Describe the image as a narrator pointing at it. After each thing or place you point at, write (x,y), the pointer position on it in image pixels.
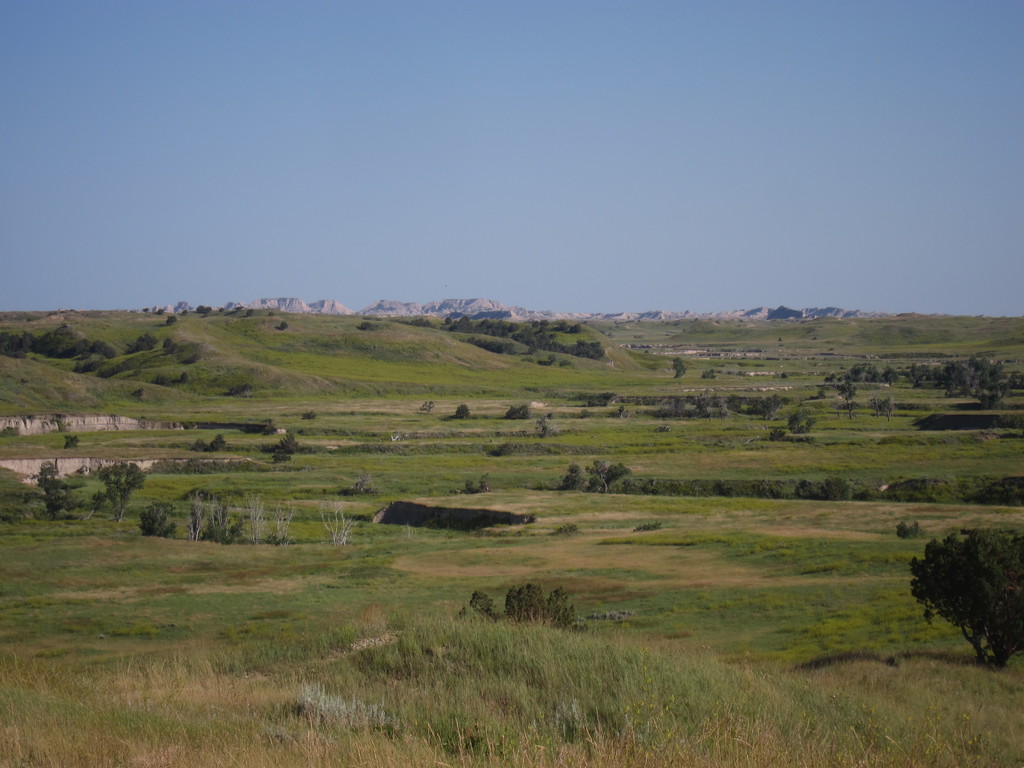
This is an outside view. Here I can see the grass (399,655) and trees (160,511) on the ground (693,584). In the background (483,302) there are some hills (422,303). On the top of the image (545,149) I can see the sky (768,164).
